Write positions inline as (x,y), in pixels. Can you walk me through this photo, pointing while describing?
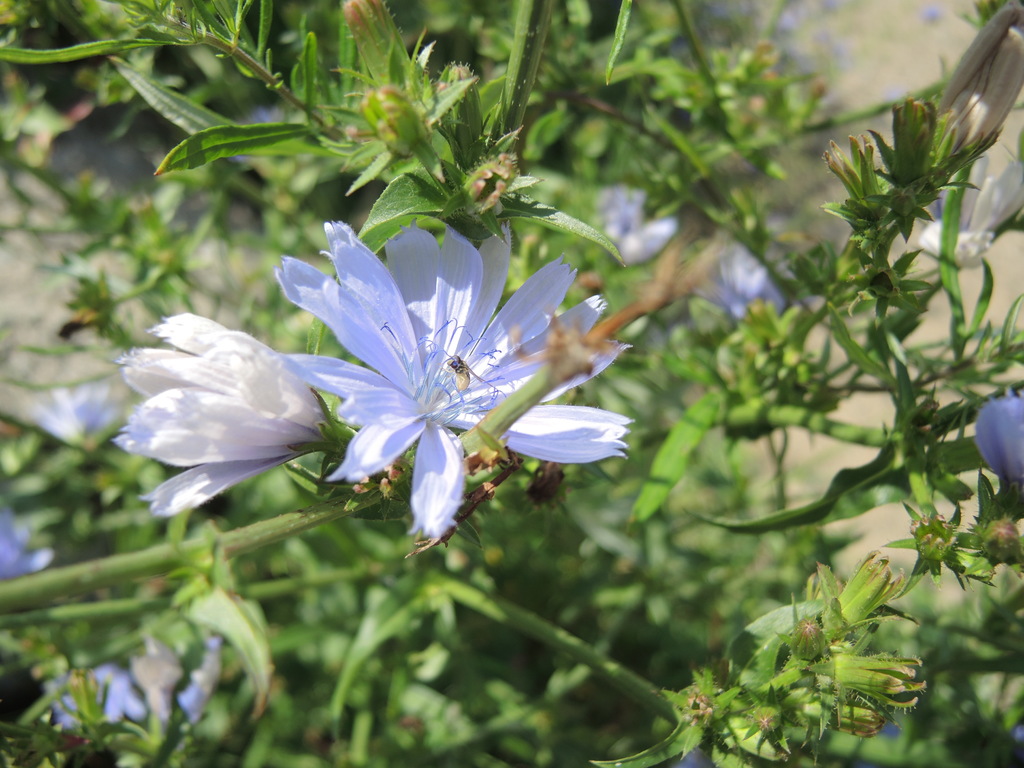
There are white color flowers (268,358) on a plant (536,376). In the background (572,635) it is blurred.
